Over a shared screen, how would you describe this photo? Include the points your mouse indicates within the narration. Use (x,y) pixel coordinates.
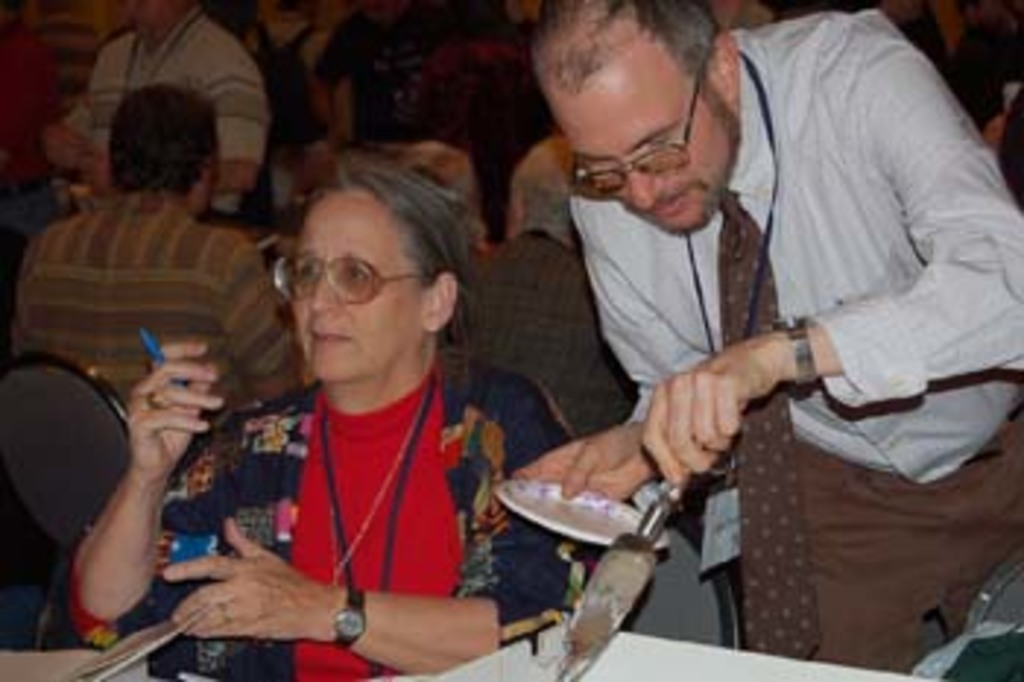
The picture is taken in a restaurant (774,171). In the foreground of the picture (306,444) there is a woman (372,511) sitting. On the right (844,379) there is a man (844,335) standing, holding a plate (574,513) and a cake server (613,549). In the background (198,150) there are many people (421,147) sitting in chairs (51,416). The background is blurred.
